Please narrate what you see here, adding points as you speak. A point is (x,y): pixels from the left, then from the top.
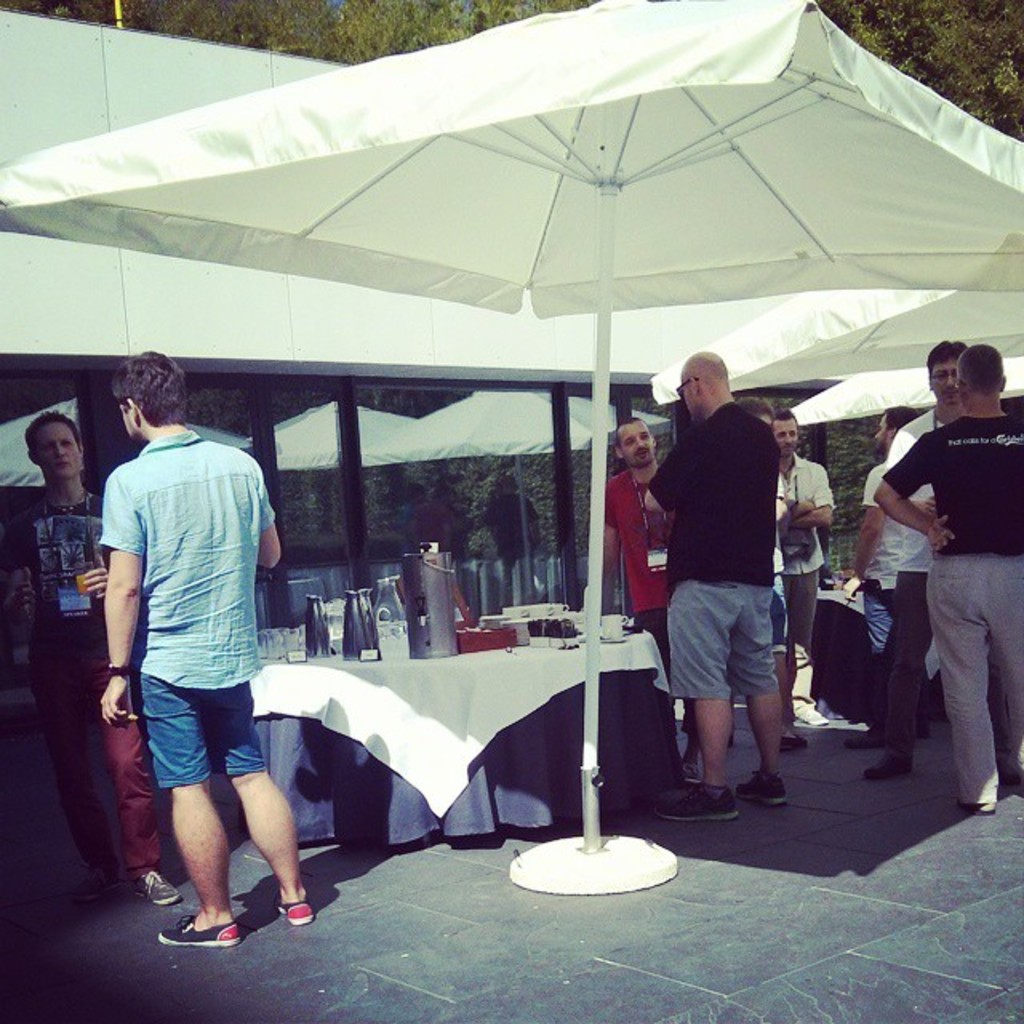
Here we can see a group of people (962,691) standing, there is an umbrella (539,194) in the middle of the image (588,638) like a tent (633,253), the guy (32,542) on the left side (32,542) is holding a glass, there a table (535,684) in the center of image (355,618) with glasses (301,641) and bottles (366,611) on it, there is a building (425,362) behind them.
